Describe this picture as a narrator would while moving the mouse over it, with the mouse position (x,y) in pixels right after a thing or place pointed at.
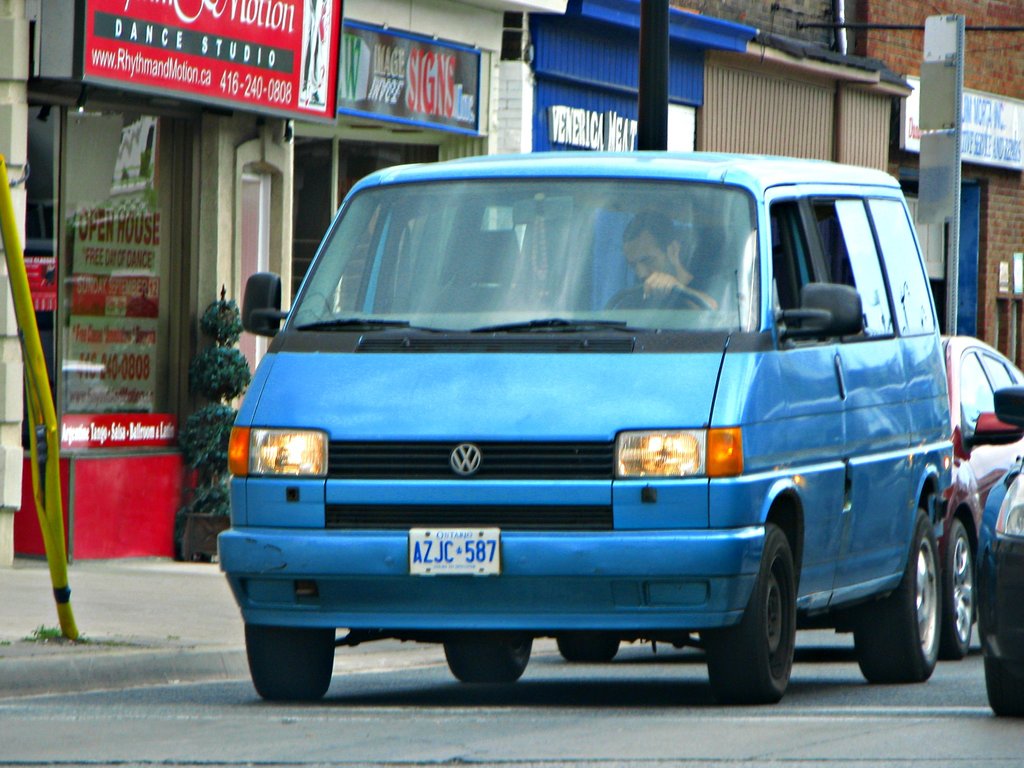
In the foreground of this image (548,613), there is a blue van (698,454) on the road (814,635) and also few vehicles (1010,389) on the road (844,643). In the background (69,539), on the side path (106,612), there are few shops (219,115), a pole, plant (228,454), few banners (244,84) and a sign board (936,166).
